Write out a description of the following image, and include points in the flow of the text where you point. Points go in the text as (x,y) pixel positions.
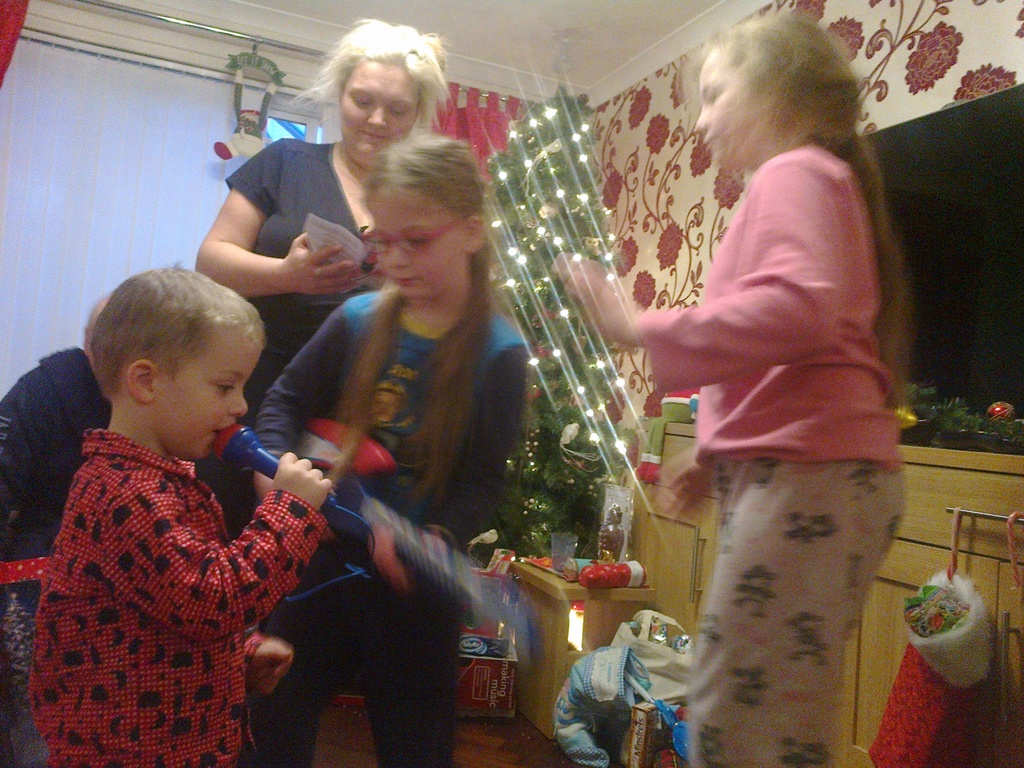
In this image there is a kid (266,502) holding a mic (239,463) in his hand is singing, beside the kid (191,439) there is a girl (845,189) dancing and a girl (458,449) holding a guitar (369,461), behind them there is a woman (318,258) standing, behind them there is a Christmas tree (555,203) and there are some objects (598,674) on the floor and on the table (591,590), in the background of the image (972,250) there is a television (900,199) on the wall (736,189) and there is a curtain (64,134).
